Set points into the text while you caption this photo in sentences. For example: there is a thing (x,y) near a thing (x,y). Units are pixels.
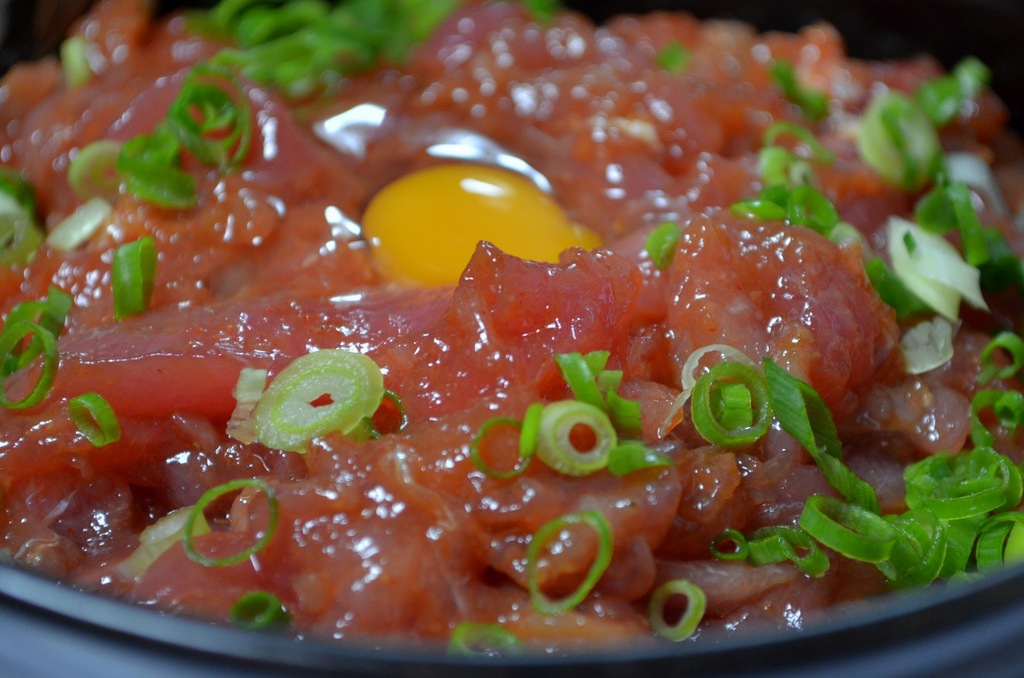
This is the picture of a food item (770,316) on which there are some green onions (740,371) garnished.
